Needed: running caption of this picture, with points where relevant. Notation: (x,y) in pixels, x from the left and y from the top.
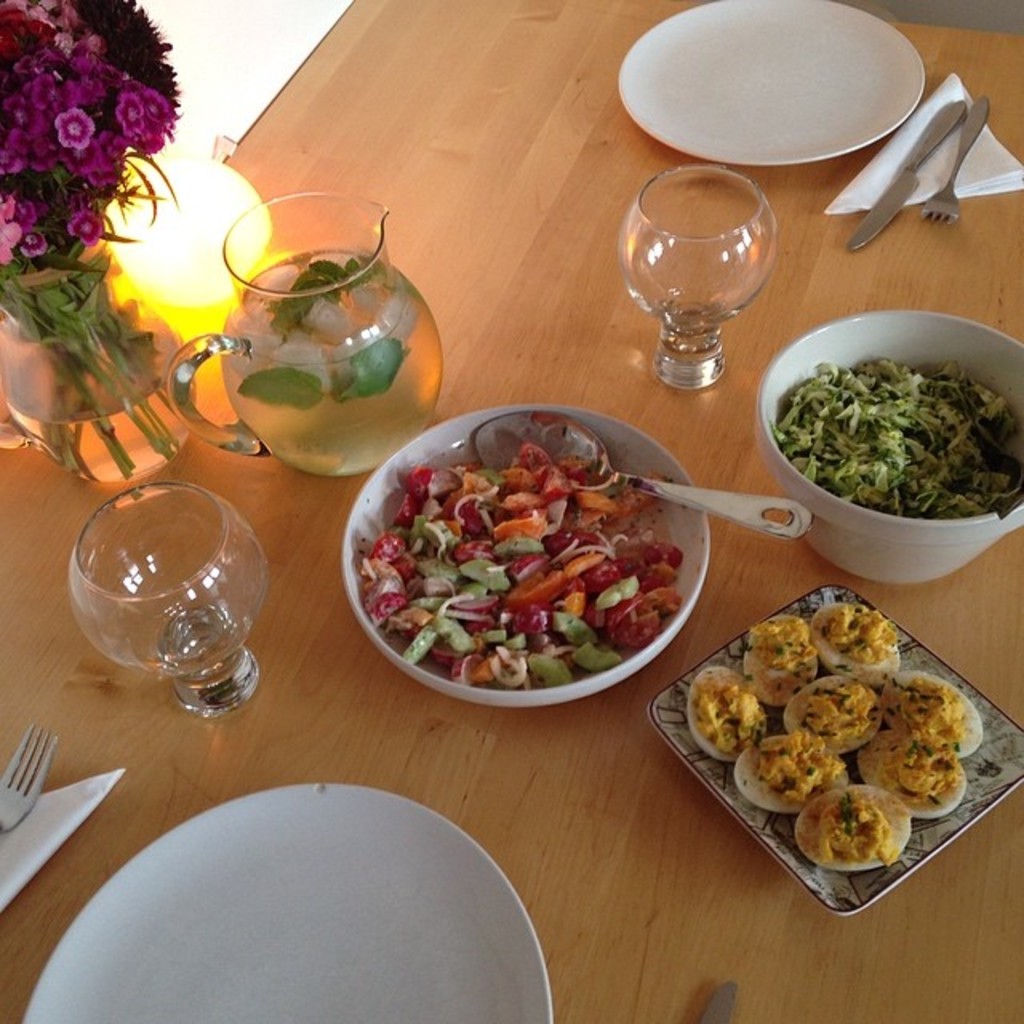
In this image I can see a table (564,65). On the table (440,220) there is a flask (291,357), glasses (130,580), plate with food (478,617), spoon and the flower vase (151,407).
